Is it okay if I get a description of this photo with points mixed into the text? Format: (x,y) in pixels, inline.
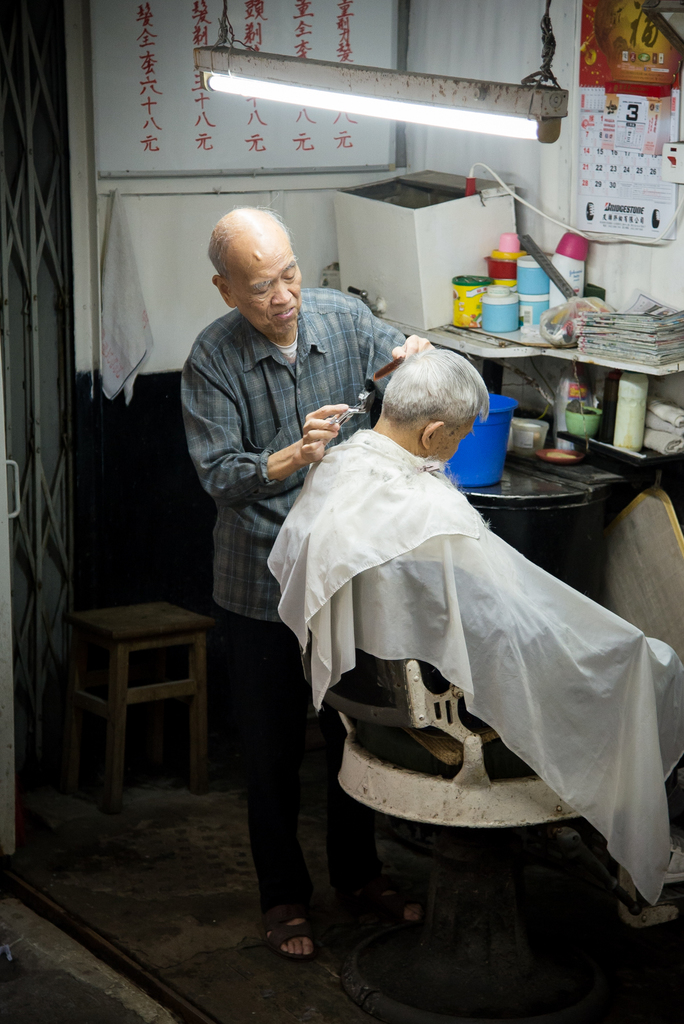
In the image we can see there are two men (292,511). A man (327,607) is sitting and another man (307,442) is cutting his hair (411,395), its a barber shop (160,614) and on the top (271,79) there is a tubelight (339,93) which is hanging. On the other side of the wall (86,19) there is a board (108,125) on which its written in chinese and opposite to the men (277,491) there is a calendar (625,109).
